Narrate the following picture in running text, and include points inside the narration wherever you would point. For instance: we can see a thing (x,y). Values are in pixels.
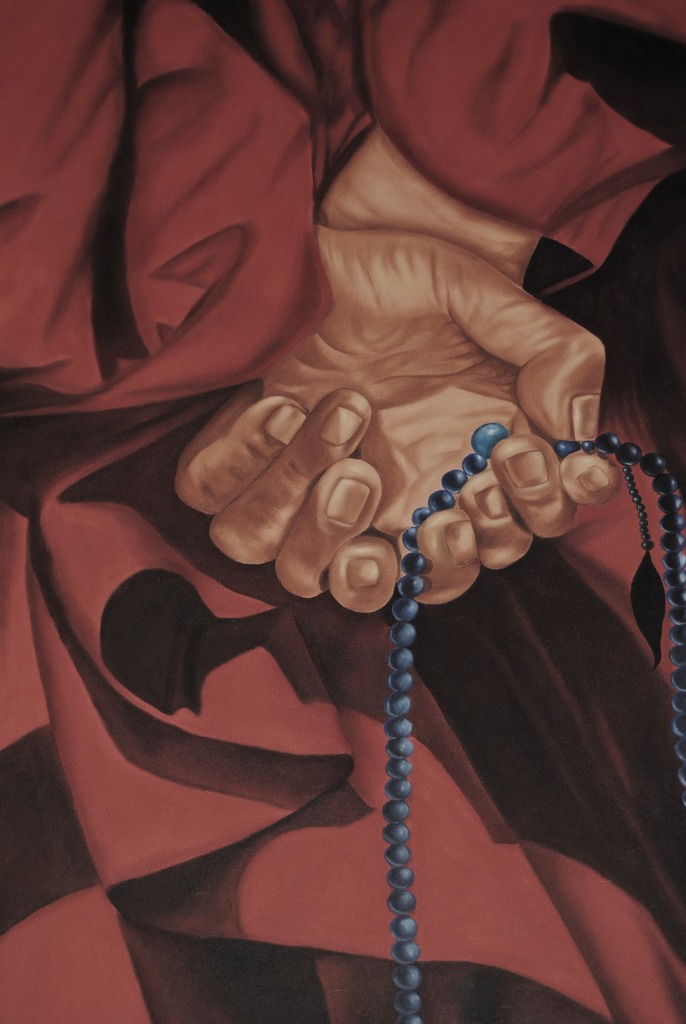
This is a painting image of person's hand (411,272) with beads chain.
